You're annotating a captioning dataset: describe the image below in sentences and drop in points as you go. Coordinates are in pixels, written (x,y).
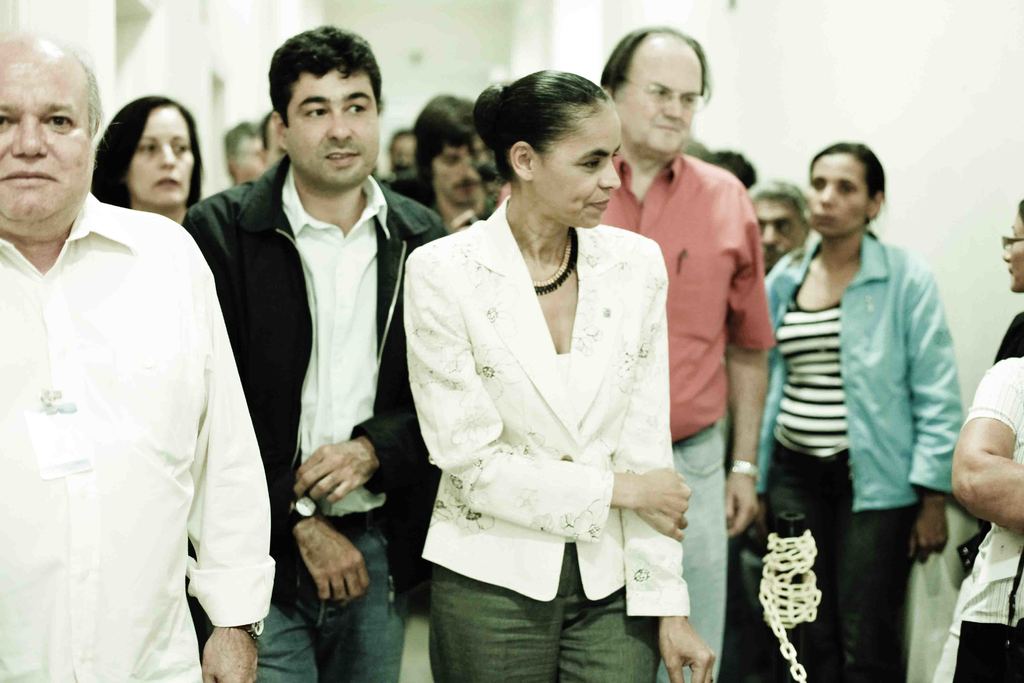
In the picture I can see group of people (507,461) are standing on the ground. The background of the image (901,114) is blurred.
